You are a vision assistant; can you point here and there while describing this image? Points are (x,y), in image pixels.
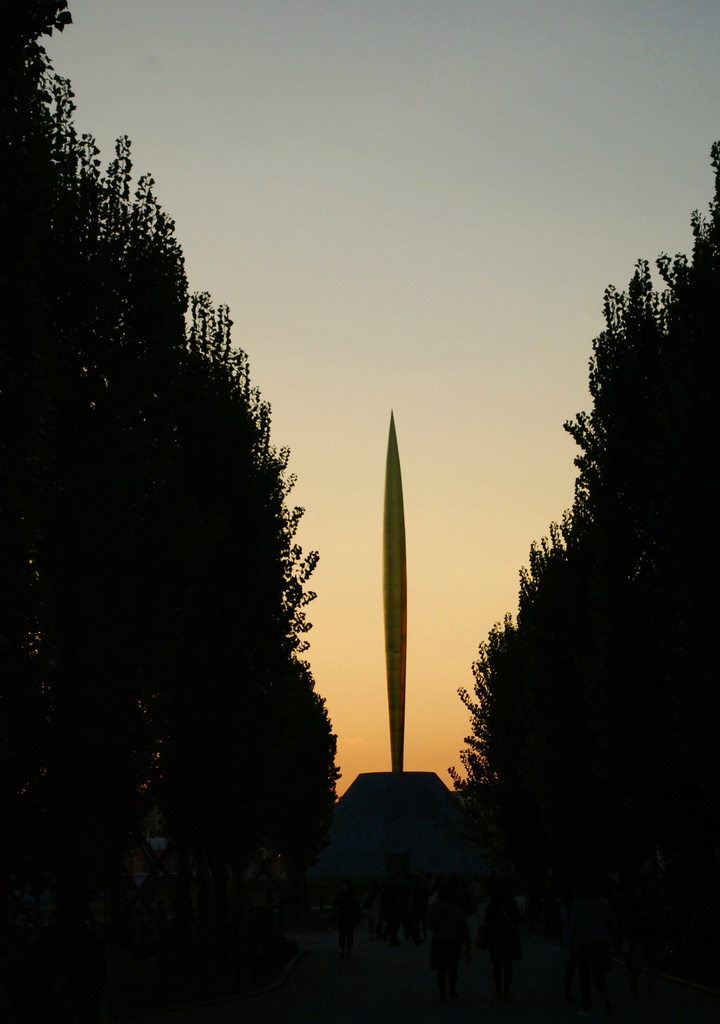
In this image I can see trees (565,659), background (454,721) I can see a pole (406,590), and sky (381,382) in orange and blue color.
